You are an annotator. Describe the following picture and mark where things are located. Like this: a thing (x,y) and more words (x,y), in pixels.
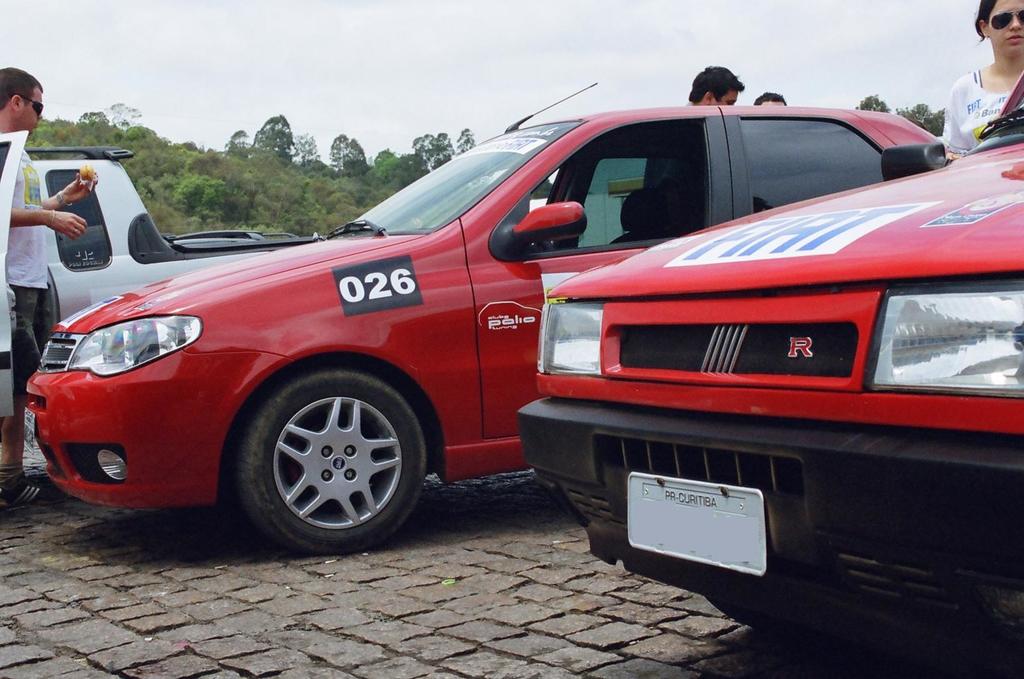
In this image there is a red colour car (218,330) in the middle (356,438) and there are two other cars (147,228) on either side of it. On the left side (60,223) there is a man (34,225) standing near the car (50,259). In the background (340,152) there are trees (288,166). At the top (420,79) there is sky (440,48). On the right side (993,97) there is a woman (979,116) near the car (974,152).
